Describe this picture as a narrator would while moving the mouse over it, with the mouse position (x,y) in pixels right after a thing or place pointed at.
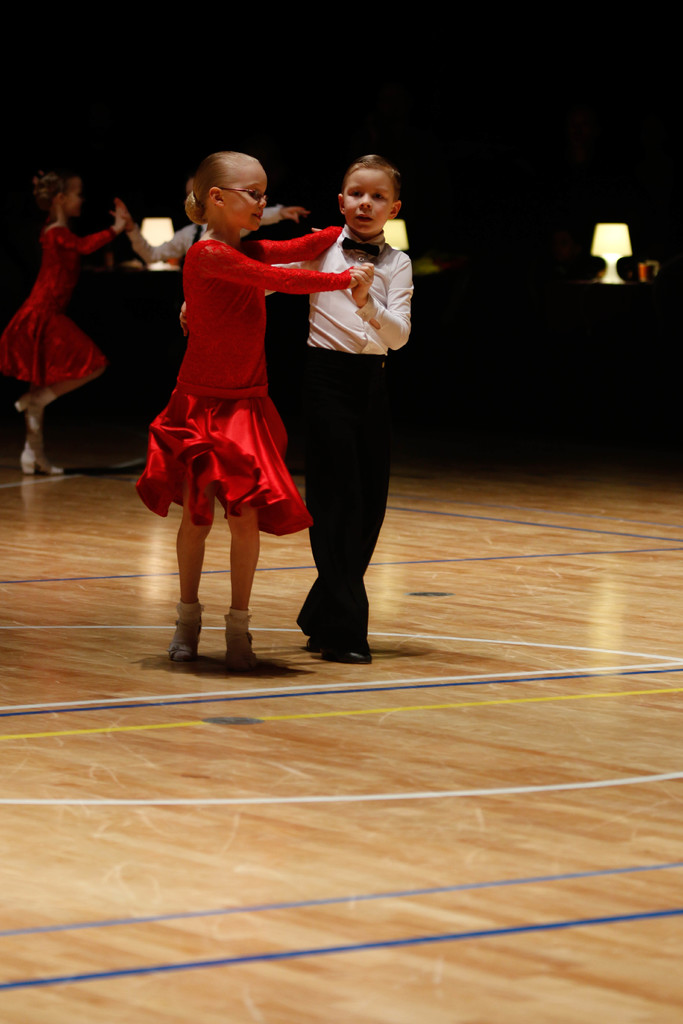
In this picture I can observe children (220,411) dancing on the floor (180,762). There are girls (207,320) and boys (378,286) in this picture. Girls (248,654) are wearing red color dresses (201,390) and boys (347,346) are wearing white and black color dresses (348,331). The floor (391,560) is in brown color. The background (68,85) is completely dark.
